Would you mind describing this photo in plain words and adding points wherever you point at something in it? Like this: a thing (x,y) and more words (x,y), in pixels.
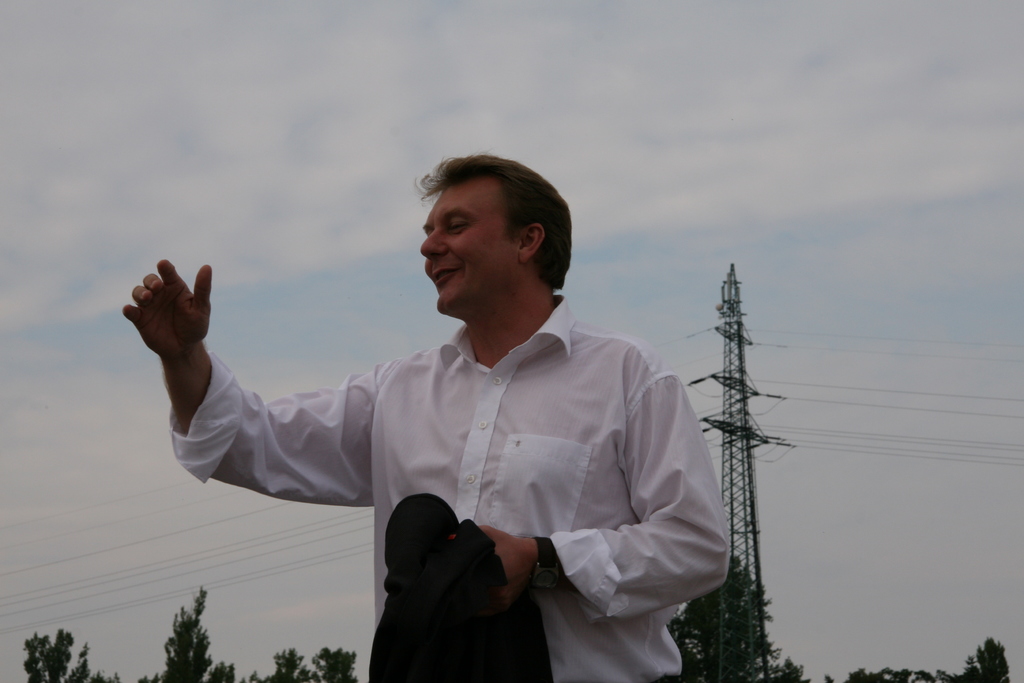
This picture is clicked outside. In the center (473,387) there is a man (455,402) wearing white color shirt (476,403), holding an object (451,609), smiling and standing. In the background (895,122) we can see the sky (732,149), pole (732,335), cables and trees (65,659).
